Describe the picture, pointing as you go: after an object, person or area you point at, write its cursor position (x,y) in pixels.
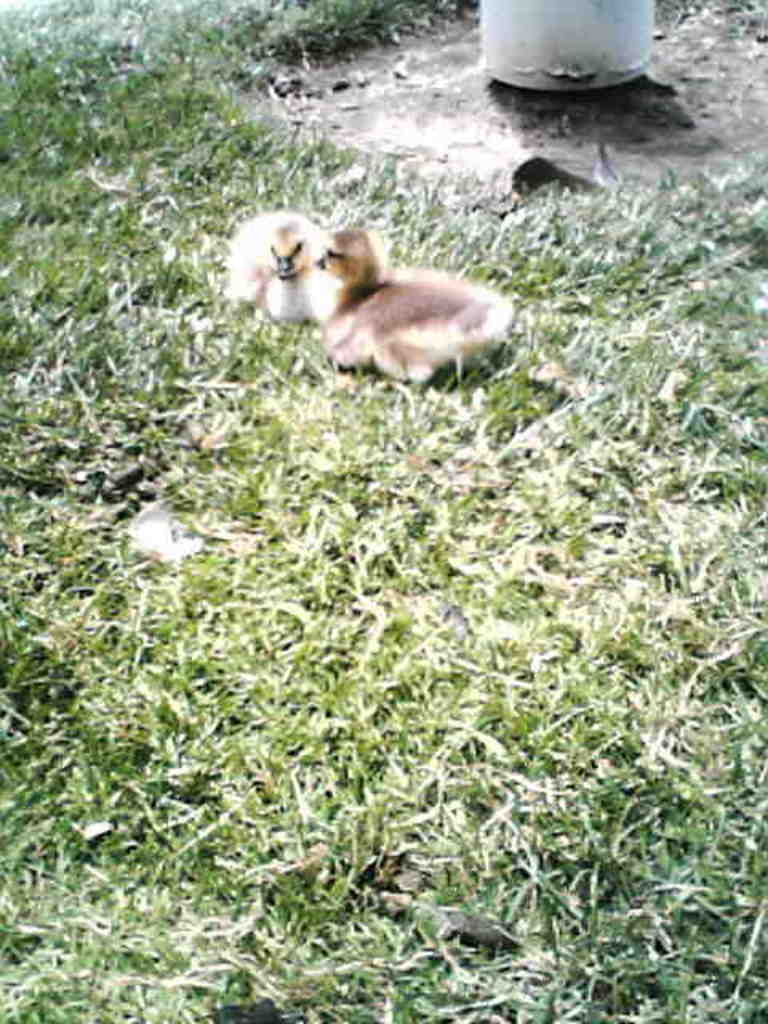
In the center of the picture (427,352) there are two ducklings (337,267). In the foreground (316,493) and at the top (135,181) there is grass (545,588). At the top (573,51) there is an object (491,71).
